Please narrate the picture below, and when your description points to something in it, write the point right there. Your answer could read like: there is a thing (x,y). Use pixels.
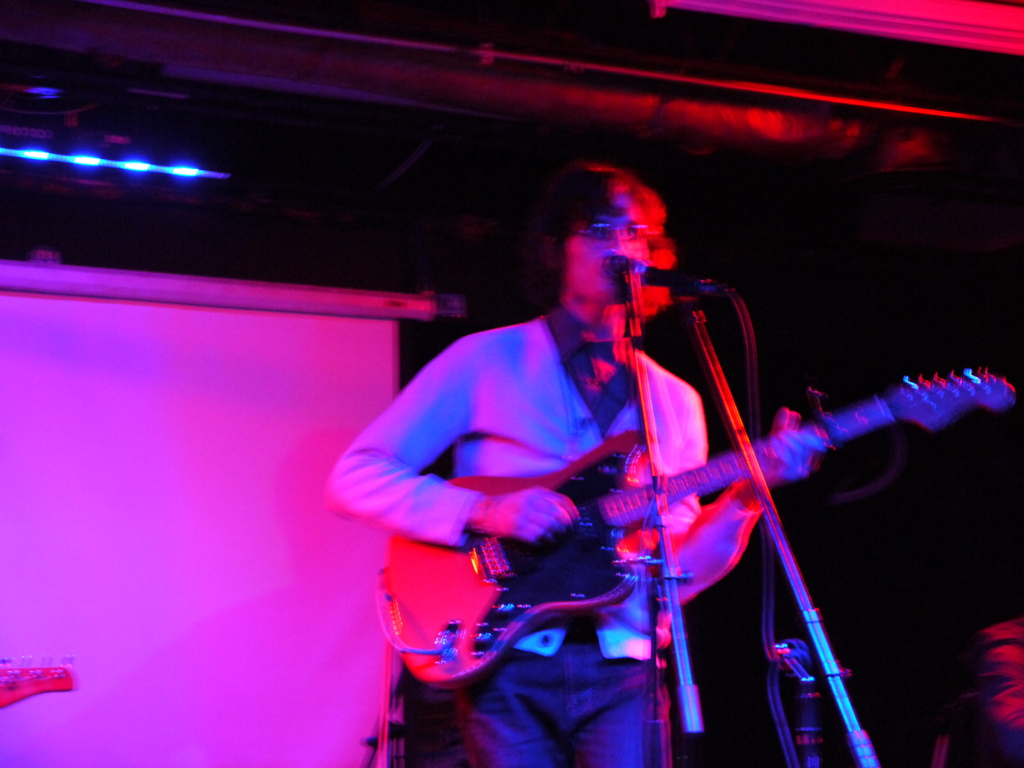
In this picture we can see a man (668,447) holding guitar (643,463) in his hand (523,510) and playing it and singing on mic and in background (76,349) we can see screen (72,456), light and it is dark.
